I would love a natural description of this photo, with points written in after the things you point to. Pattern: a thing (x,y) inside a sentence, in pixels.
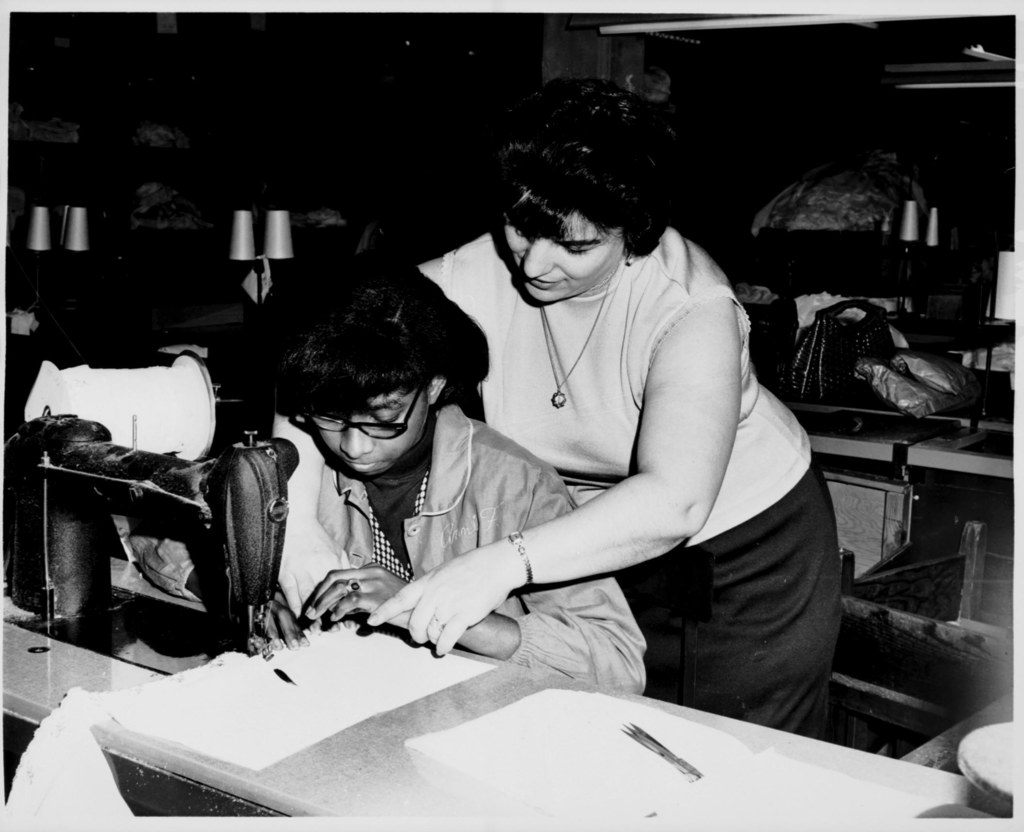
In the foreground of this black and white image, there is a woman (662,485) and a kid (440,514) in front of a sewing machine (167,485) on which there is a cloth (395,684) and few objects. In the background (825,333), there are few objects (884,453) in the dark.
